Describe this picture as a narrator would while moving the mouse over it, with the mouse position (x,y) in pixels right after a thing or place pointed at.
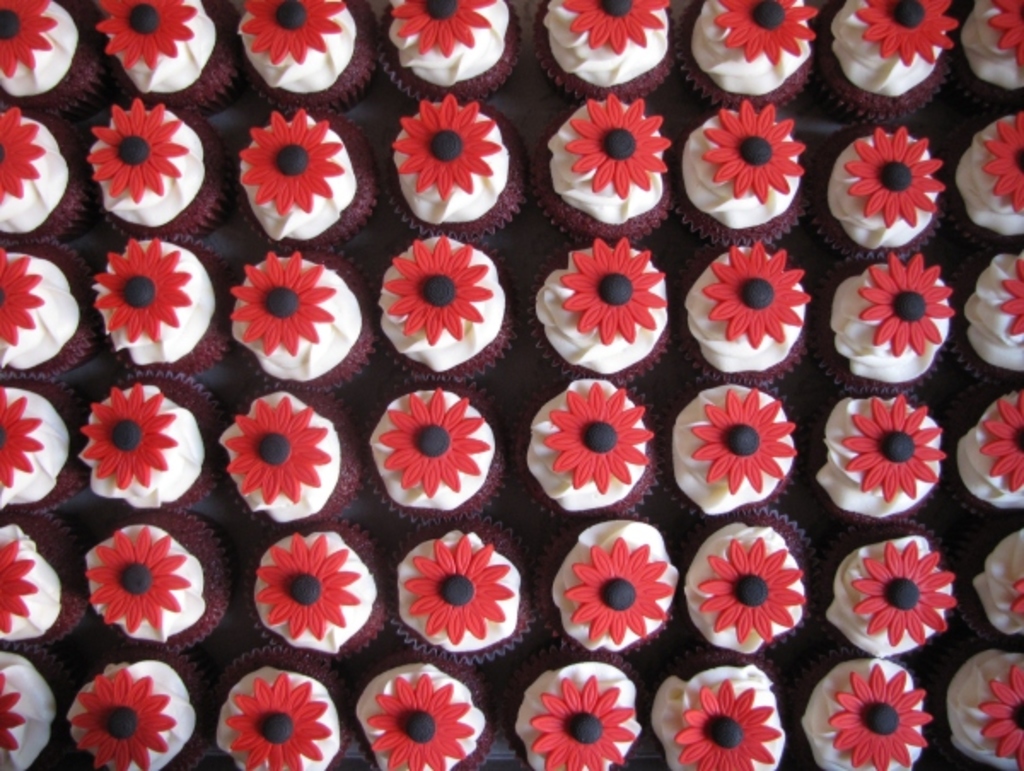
In this image we can see cupcakes (772,696) placed on the surface (232,118).
